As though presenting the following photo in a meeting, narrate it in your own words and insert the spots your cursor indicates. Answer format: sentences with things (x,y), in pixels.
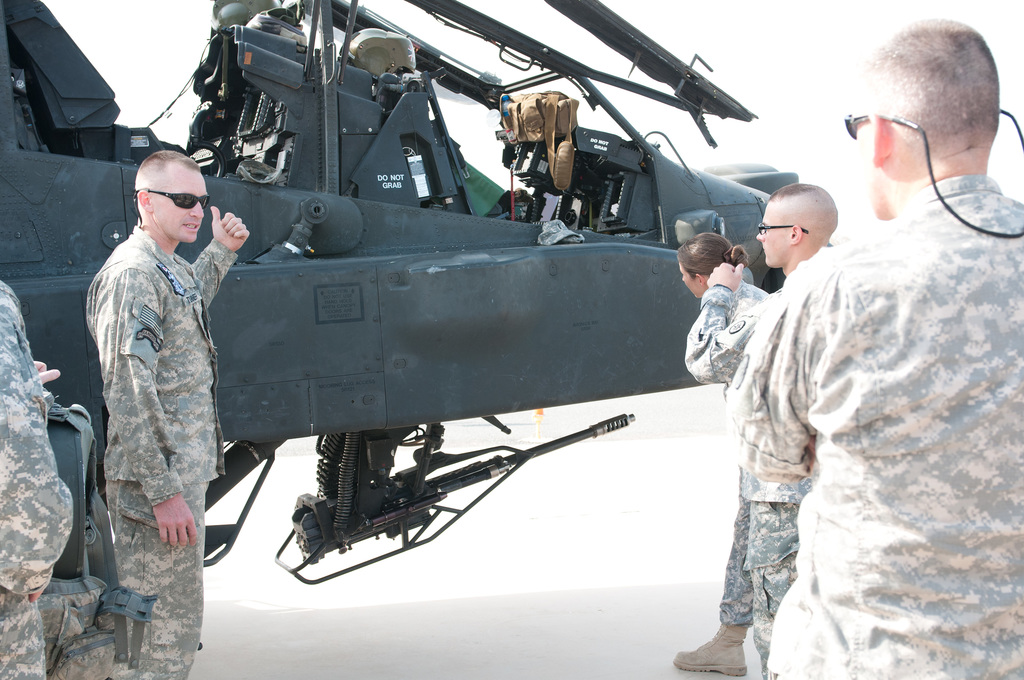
Soldiers (913,496) are standing and there is a aircraft (477,226).
